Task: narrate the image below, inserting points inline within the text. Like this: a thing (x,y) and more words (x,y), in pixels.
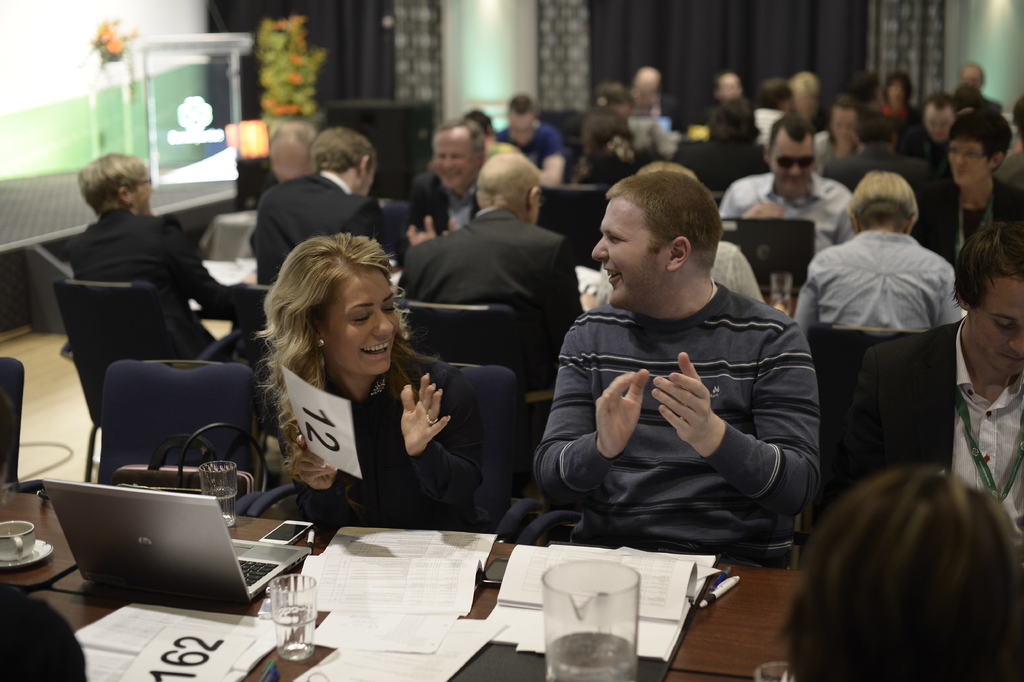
In the foreground of the image (240,510) there is a table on which there are papers (345,592), glasses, laptop (239,565) and other objects (596,600). In the background of the image (785,205) there are people (181,249) sitting in chairs (386,214). There is wall (481,72). There are plants (262,79). There is a podium (167,94).
